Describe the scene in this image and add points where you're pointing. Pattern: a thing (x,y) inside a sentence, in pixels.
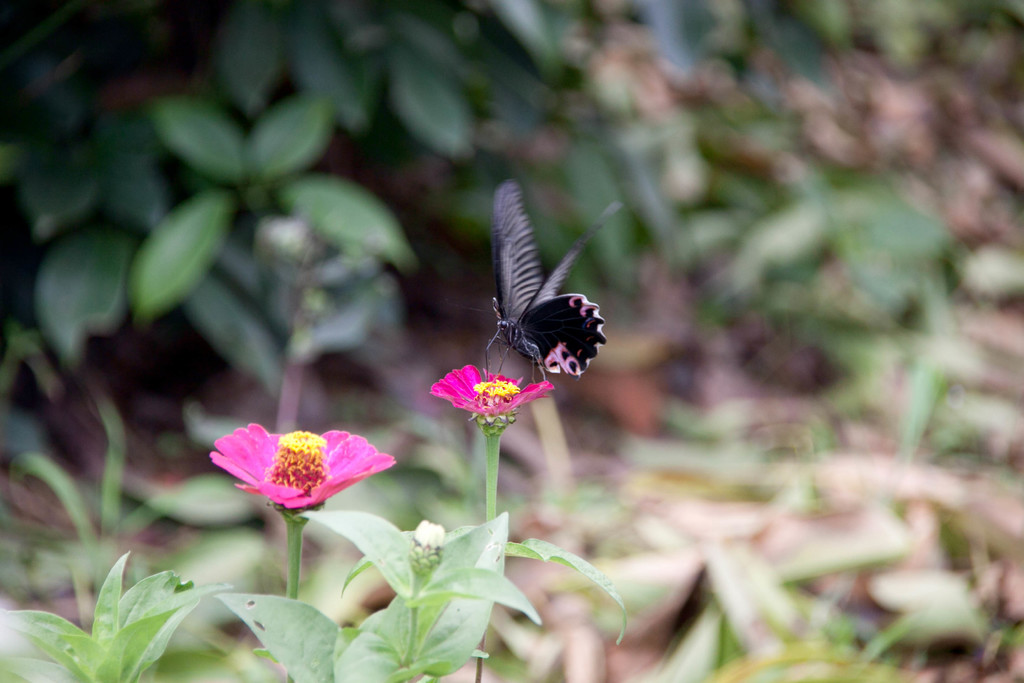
On the left side (123,642), there are plants (342,534) having flowers (461,371). On one of these flowers (511,378), there is a butterfly (550,345). And the background (578,403) is blurred.
